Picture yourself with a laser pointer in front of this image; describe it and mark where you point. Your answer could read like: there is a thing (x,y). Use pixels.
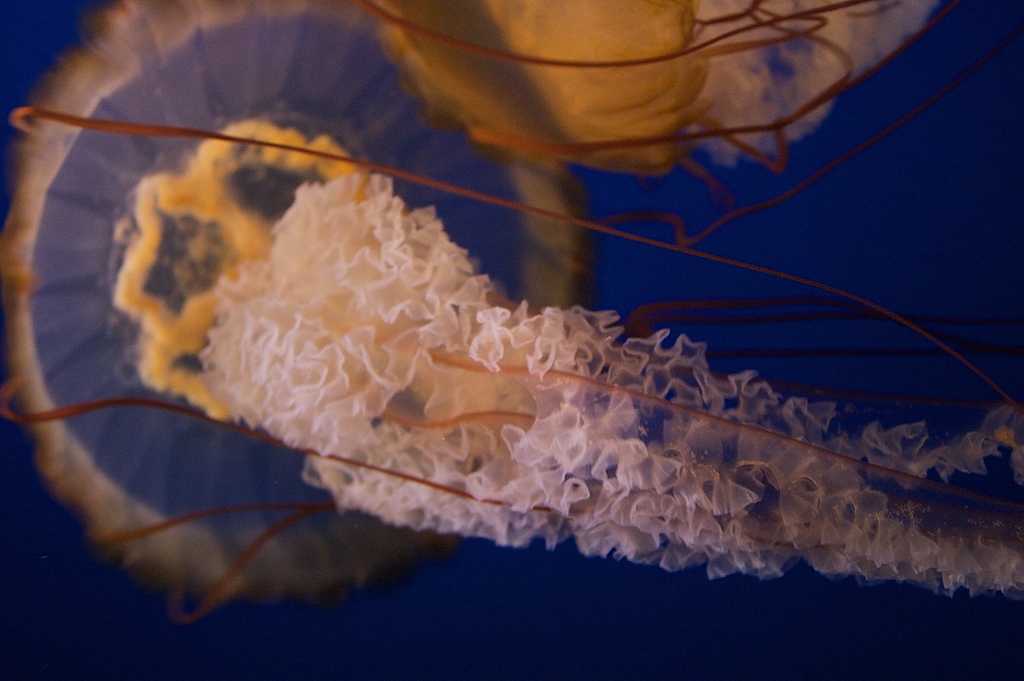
In this image we can see two jellyfishes (503,66).
